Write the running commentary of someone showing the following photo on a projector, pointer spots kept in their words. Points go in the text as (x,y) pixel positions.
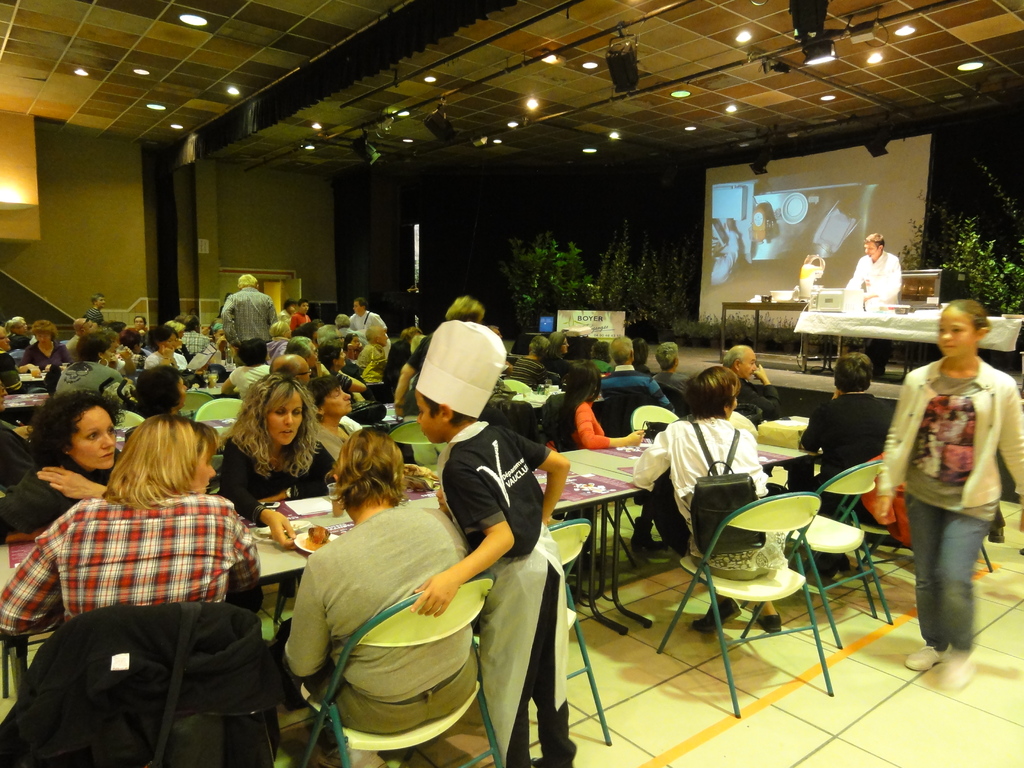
In this image there are group of persons (815,445) sitting on a chair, there are tables (537,470), there are objects (306,532) on the tables (593,490), there are persons (500,442) standing, there is a screen (790,246), there are plants (690,270), there is a board (614,328), there is text (601,328) on the board (565,322), there is a wall (249,235), there is the roof (504,49) towards the top of the image (579,47), there are lights (617,66) on the roof (567,71).
